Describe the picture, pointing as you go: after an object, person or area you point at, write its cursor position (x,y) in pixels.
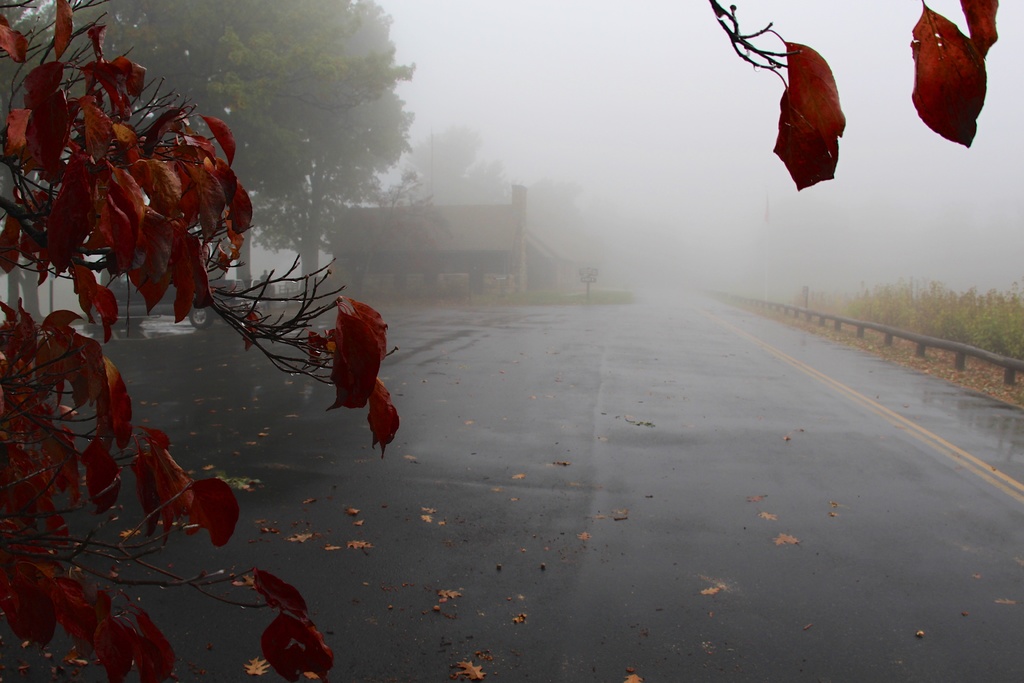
In the image we can see a wet road (564,442), road barrier (918,346) and plants (977,302). Here we can see trees (231,91), dry leaves (903,349), house (436,242) and smoky cloud (613,178).
